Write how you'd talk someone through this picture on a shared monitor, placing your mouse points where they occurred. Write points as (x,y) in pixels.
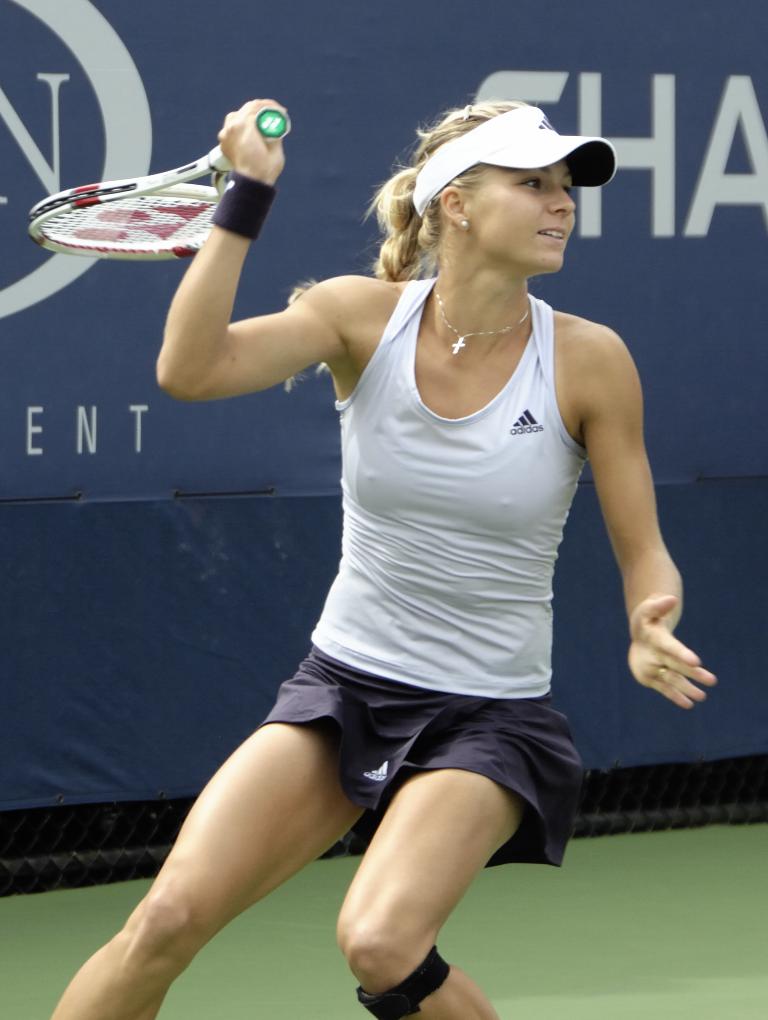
The women (514,484) in the image is holding a tennis racket (203,213) and she wore tennis costume (445,594). At background (317,93) I can see a poster (645,140) with some letters (657,79) written on it.
